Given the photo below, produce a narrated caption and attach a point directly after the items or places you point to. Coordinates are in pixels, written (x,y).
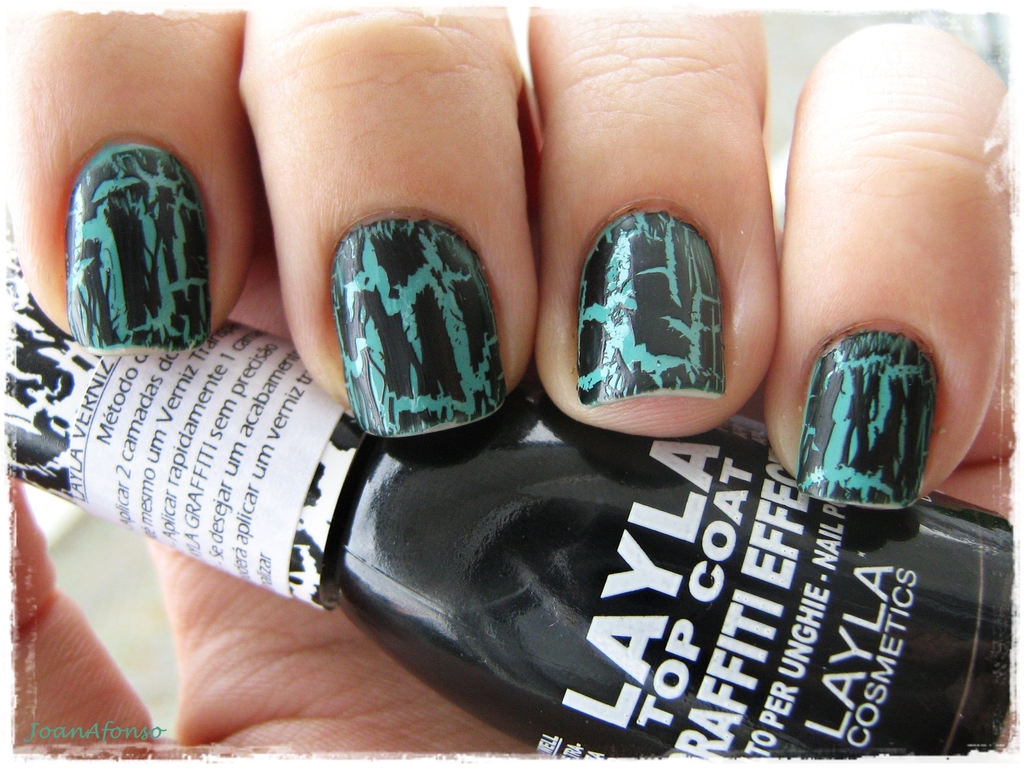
In this image there is a cosmetic bottle (401,485) in a person's hand (388,341), at the bottom of the image (93,729) there is some text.
